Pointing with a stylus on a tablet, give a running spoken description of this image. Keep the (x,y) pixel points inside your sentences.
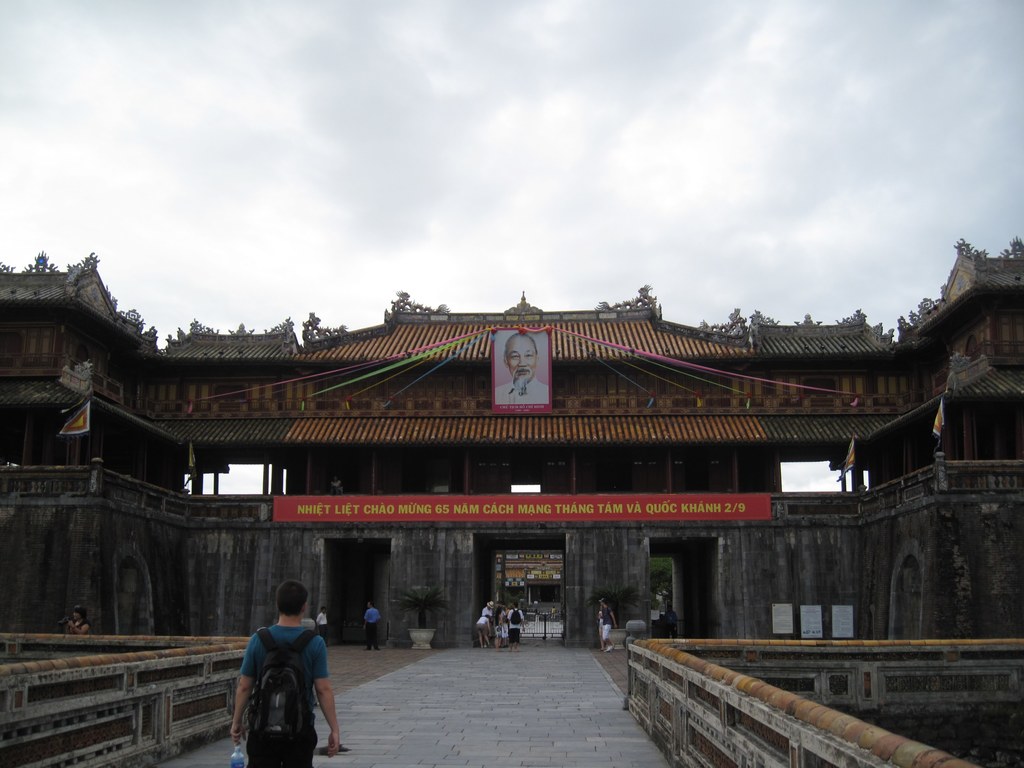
In the center of the image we can see a person (336,717) walking on the path (501,675). In the background (556,423) we can see a building (515,443), photograph (497,394), a group of persons (482,624), sky (478,206) and clouds (266,167).
